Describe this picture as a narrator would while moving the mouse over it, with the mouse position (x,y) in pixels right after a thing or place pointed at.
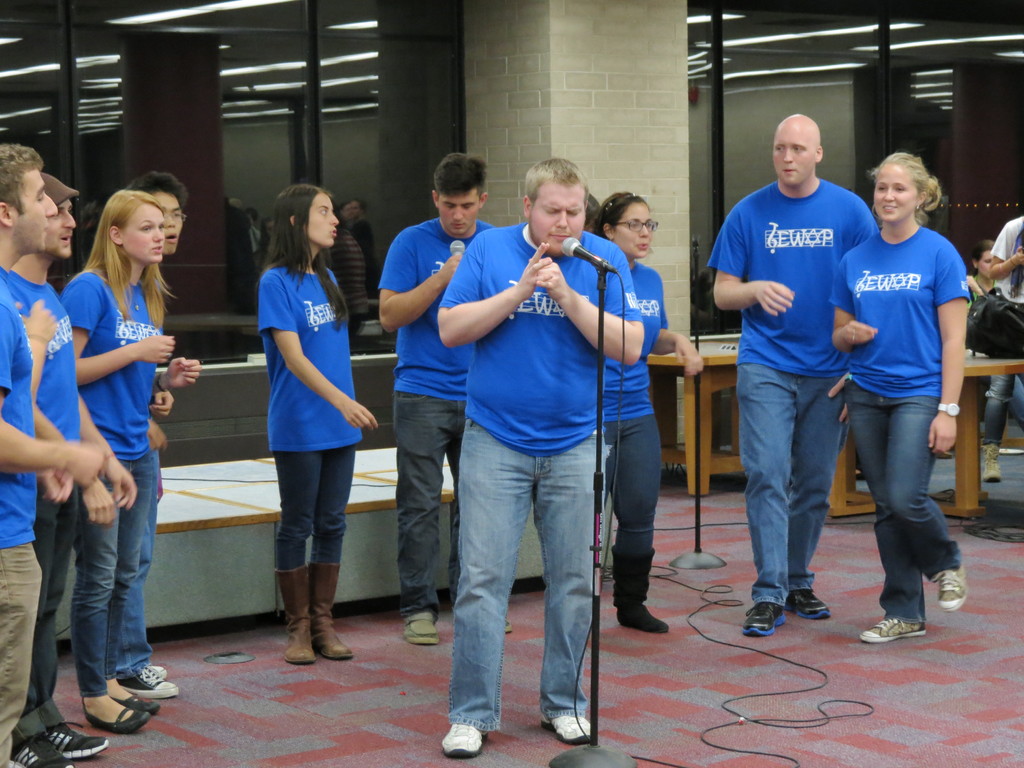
In this image there are people (306,395) wearing blue color shirts (642,365). There is a person (614,322) who is standing in front of the mike (601,395). There are other people (938,335) standing. There are tables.
